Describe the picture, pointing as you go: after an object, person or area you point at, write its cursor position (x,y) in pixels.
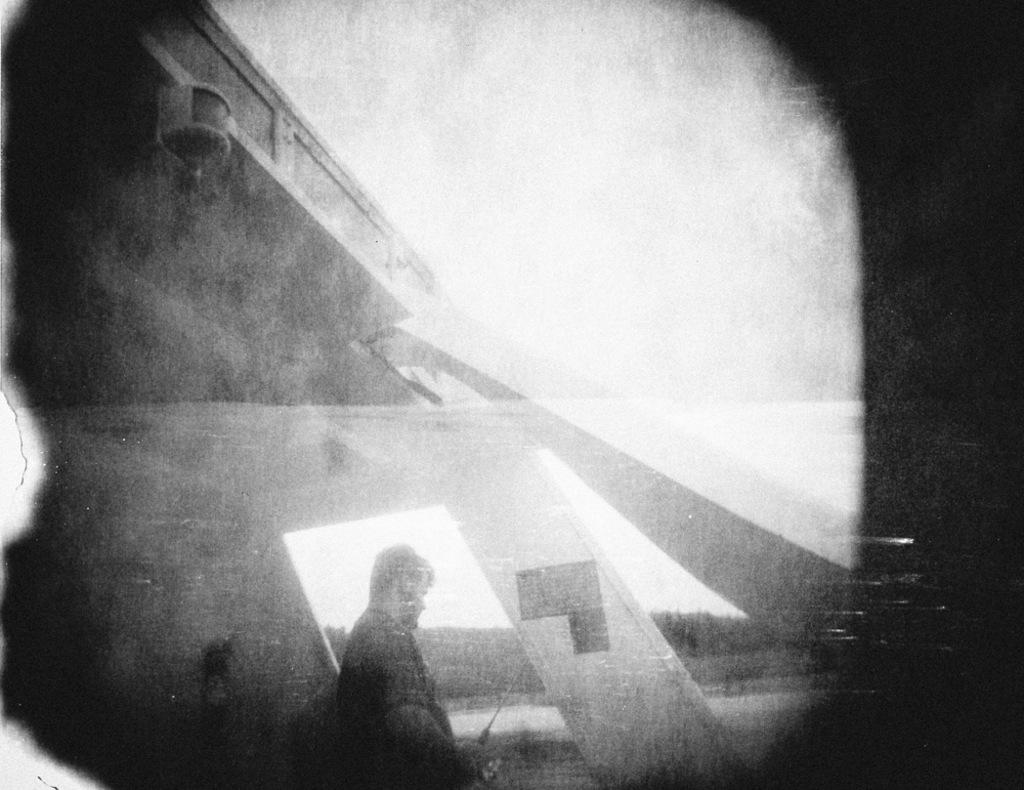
In this image I can see a man (373,618) is standing. I can see few black colour things (575,612) over here and I can see this image is black and white in colour.
